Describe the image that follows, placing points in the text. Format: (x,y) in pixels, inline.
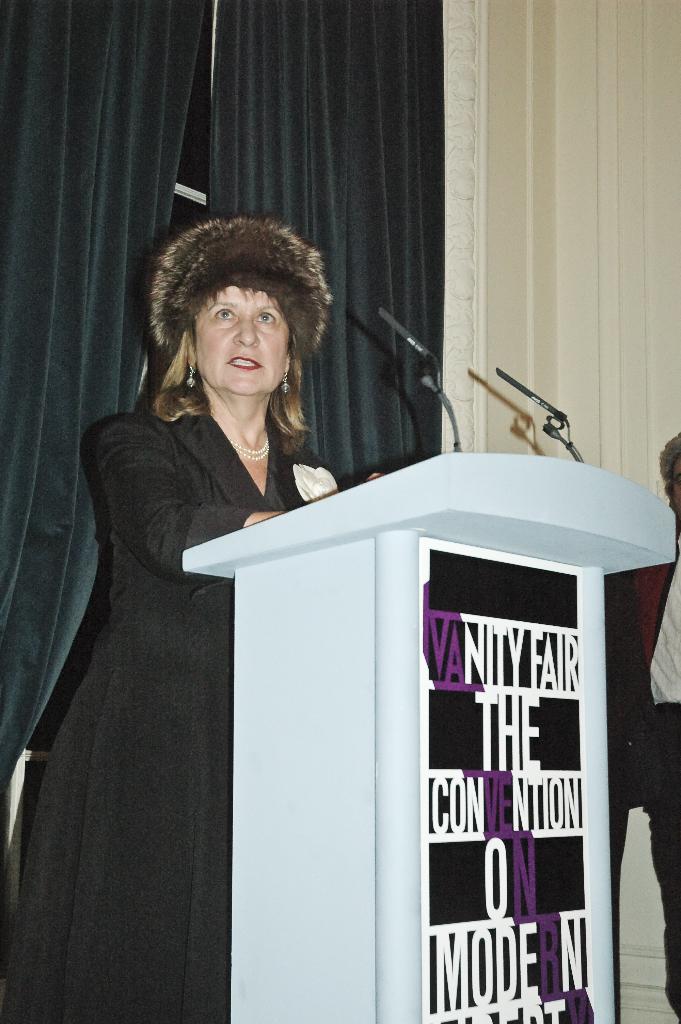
In this image we can see few people (107,757). There are few curtains (330,438) in the image. A person (127,711) is standing near a podium (301,583) and speaking into the microphone (434,390). There is some text (530,698) on the podium (529,844).
